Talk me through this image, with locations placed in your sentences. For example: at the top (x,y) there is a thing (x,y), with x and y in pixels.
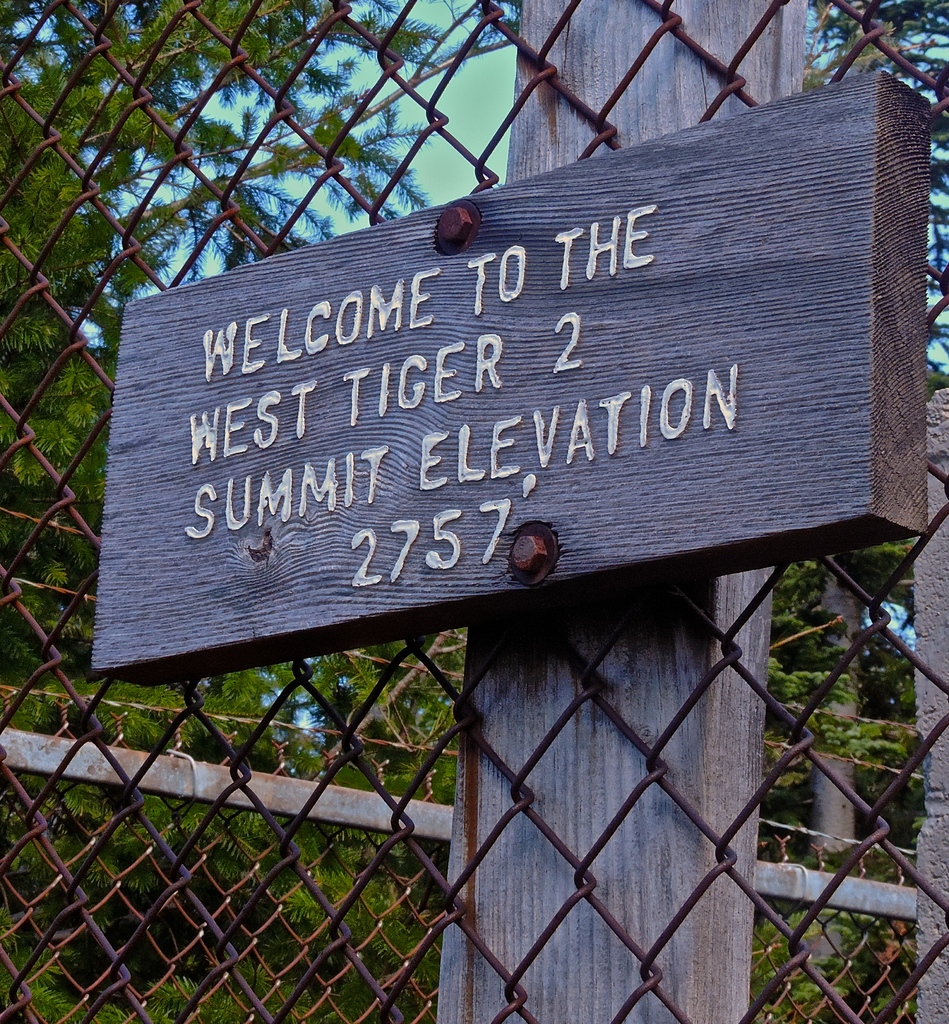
This picture is clicked outside. In the foreground (161,664) we can see the mesh (383,73) and the text (420,455) and numbers (430,565) on the wooden board (495,197) attached to the wooden plank (618,702). In the background (191,937) we can see the plants (57,395), trees (403,765) and the sky (374,60) and some other objects (856,763).
